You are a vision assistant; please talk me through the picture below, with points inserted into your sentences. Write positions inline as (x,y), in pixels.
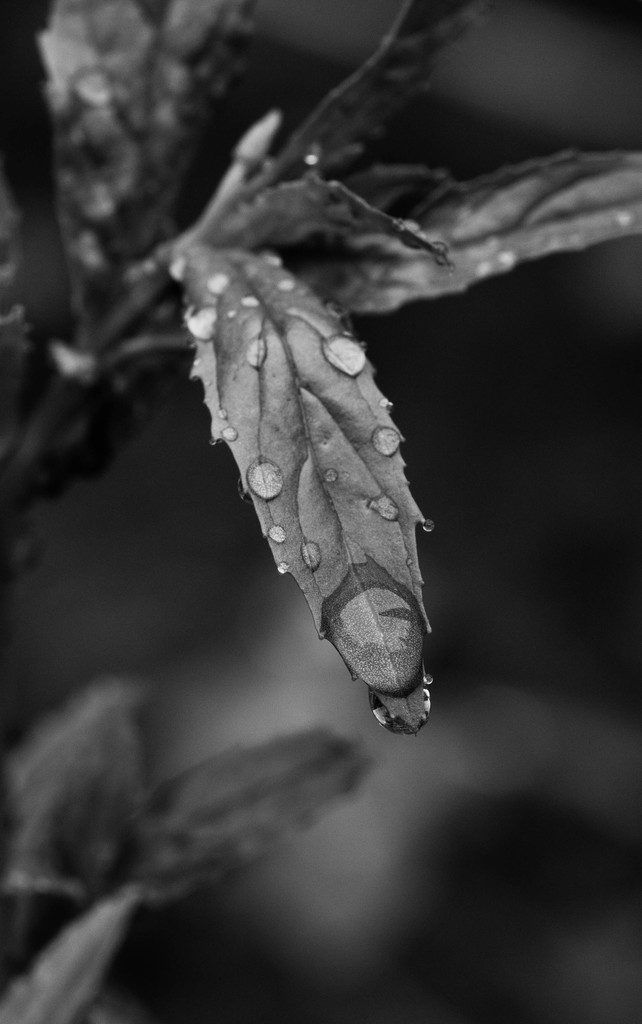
In this picture I can observe leaves (265,212). There are some water droplets (329,600) on the leaves (335,592). This is a black and white image. The background (474,376) is completely blurred.
